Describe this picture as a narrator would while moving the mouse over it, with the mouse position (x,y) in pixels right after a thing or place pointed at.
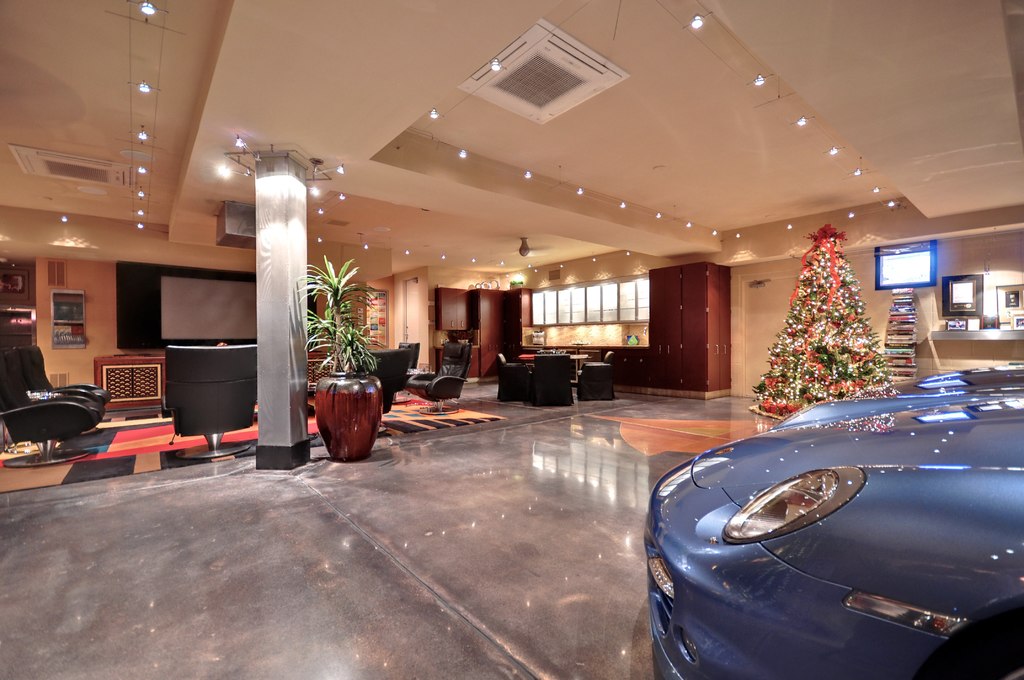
In this picture there is a blue color car (712,559) to the right side of the image (828,345) and a Christmas tree (827,383). There are even black color sofas (223,393) and chairs (453,364) placed in the background (29,387). The roof (156,26) is beautifully decorated with white lights (150,12).
